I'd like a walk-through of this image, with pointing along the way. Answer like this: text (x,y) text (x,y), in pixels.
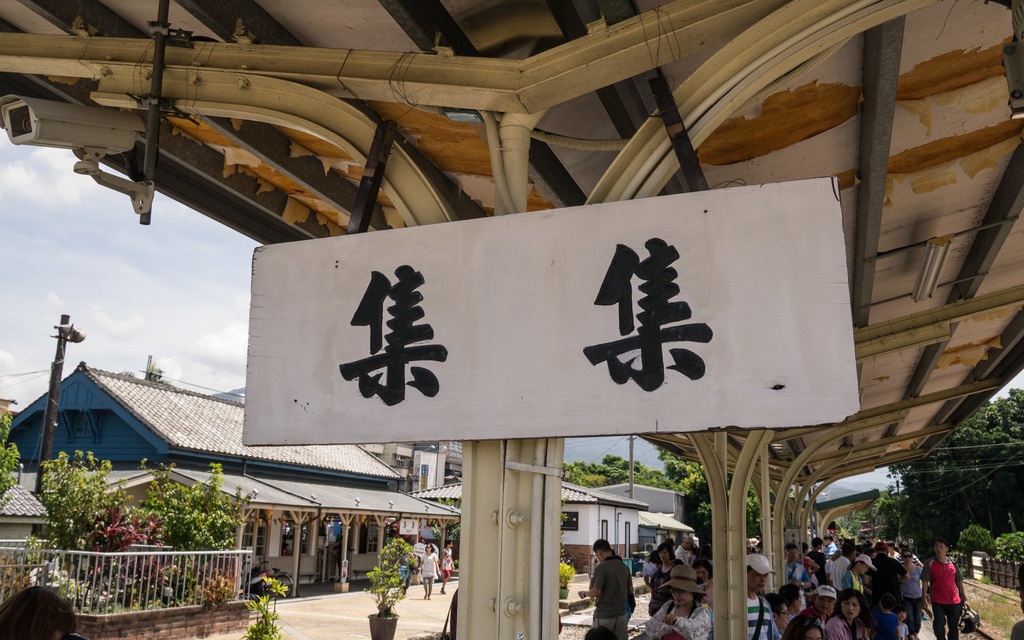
In this image we can see persons (866,553) standing on the ground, shed (558,48), cc camera (79,117), poles (543,546), information board (472,343), electric lights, buildings (264,470), plants (176,516), grill (214,572), flower pots (383,627), trees (946,485), electric cables (940,449) and sky (73,279) with clouds (131,326).
